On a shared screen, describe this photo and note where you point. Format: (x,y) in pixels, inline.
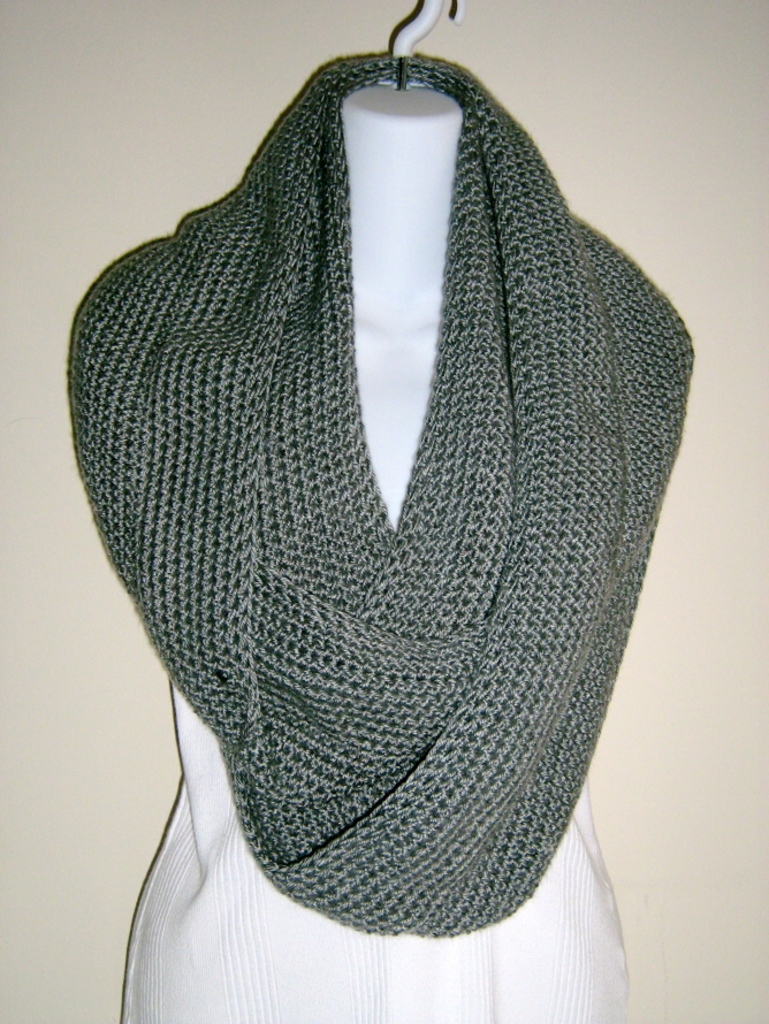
This image consists of a scarf (476,661) and a dress (583,913) to a hanger (411,268). In the background (73,727), there is a wall (154,668).
